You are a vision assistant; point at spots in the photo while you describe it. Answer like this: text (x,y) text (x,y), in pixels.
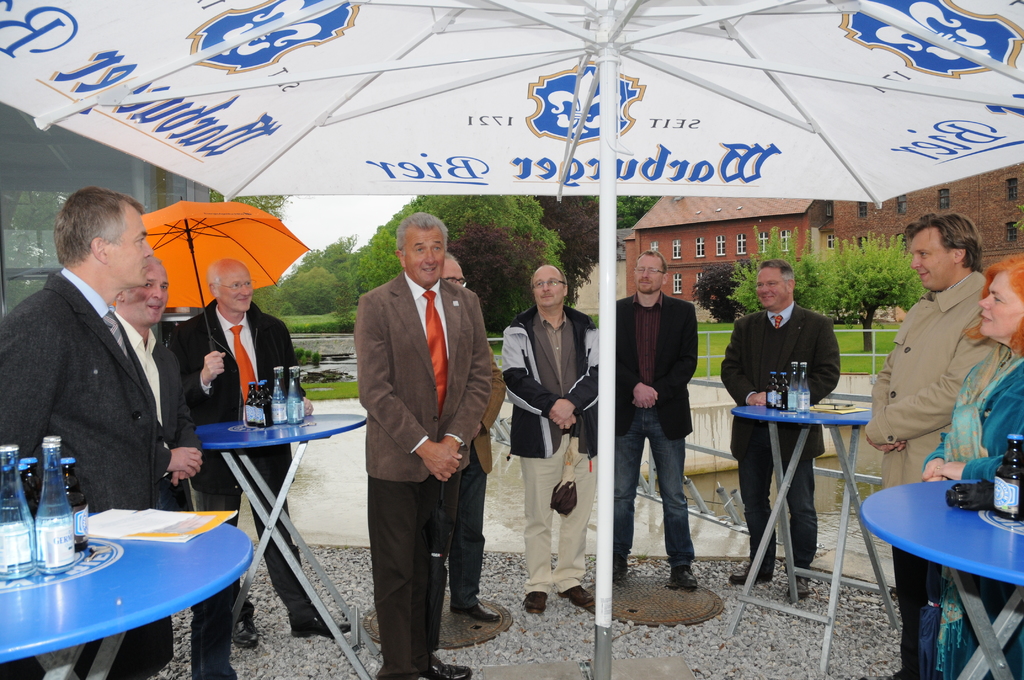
In this image, there are many people (100,272) standing under the umbrella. To the right (965,432) the woman (964,433) is wearing a blue dress (991,472). To the left (114,391), the man (99,375) is wearing black suit (85,384). In the middle (422,403) the man (422,384) is wearing brown suit (391,418) and red tie (437,324). In the background (150,200) there is a tree (817,272), house (783,220), windows (722,237), grass (700,335).
